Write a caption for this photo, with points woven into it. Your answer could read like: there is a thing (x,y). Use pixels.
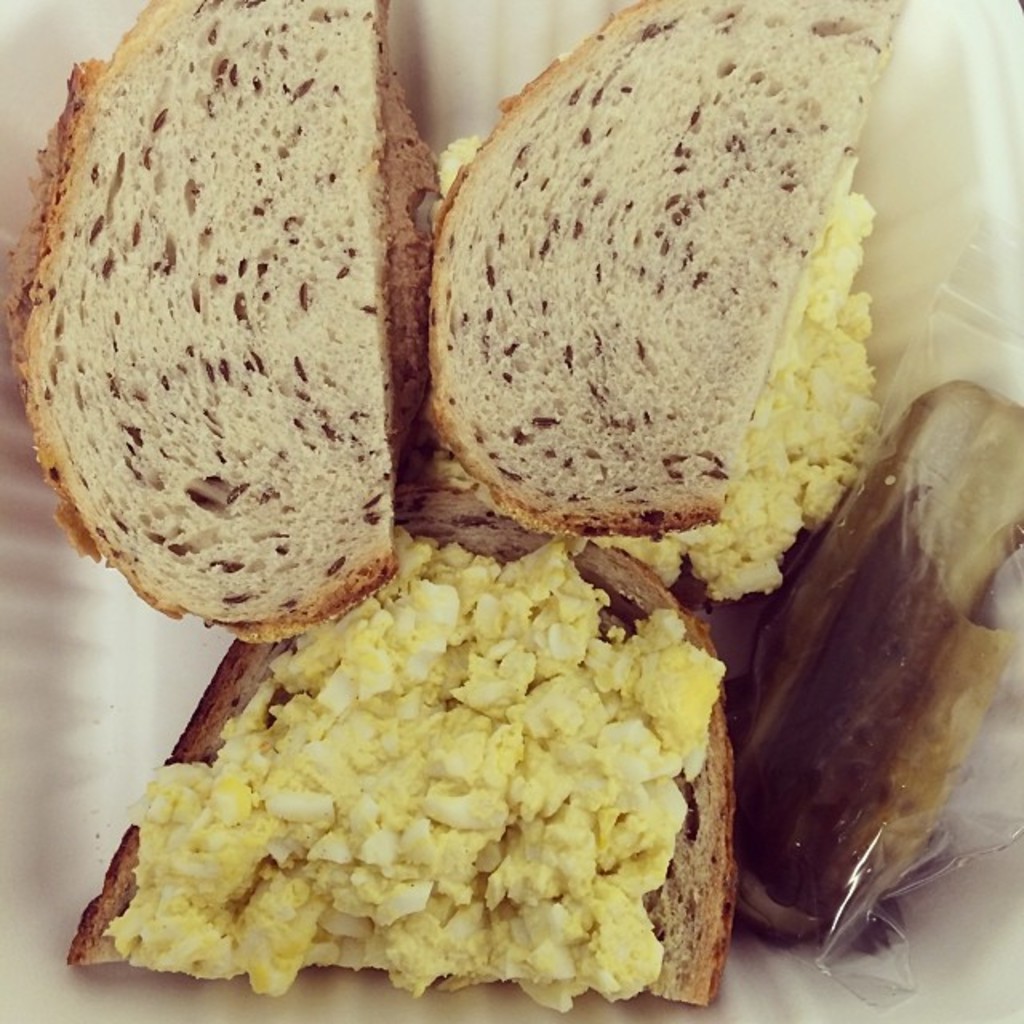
In this image there are some food items (699,567) on the white color surface (1007,978).
